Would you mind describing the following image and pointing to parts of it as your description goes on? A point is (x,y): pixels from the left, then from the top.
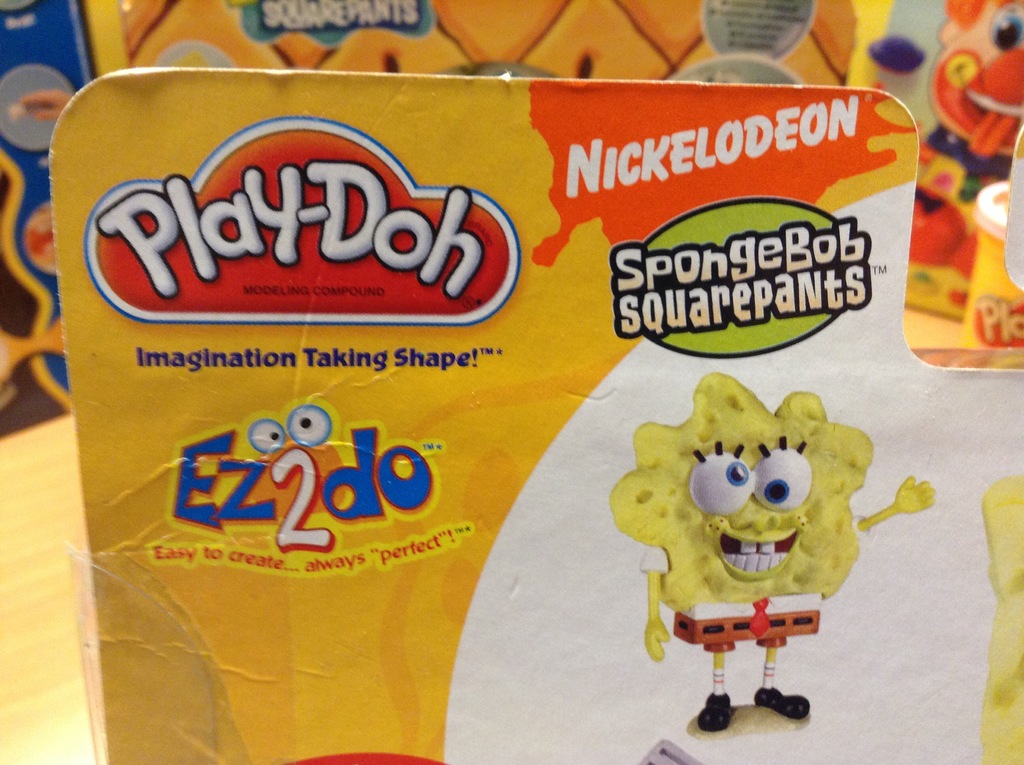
In this picture we can see a card (377,650) in the front (377,650), we can see some text (375,350) and a cartoon image (786,567) on the card (728,514), we can see a blurry background (983,104).
